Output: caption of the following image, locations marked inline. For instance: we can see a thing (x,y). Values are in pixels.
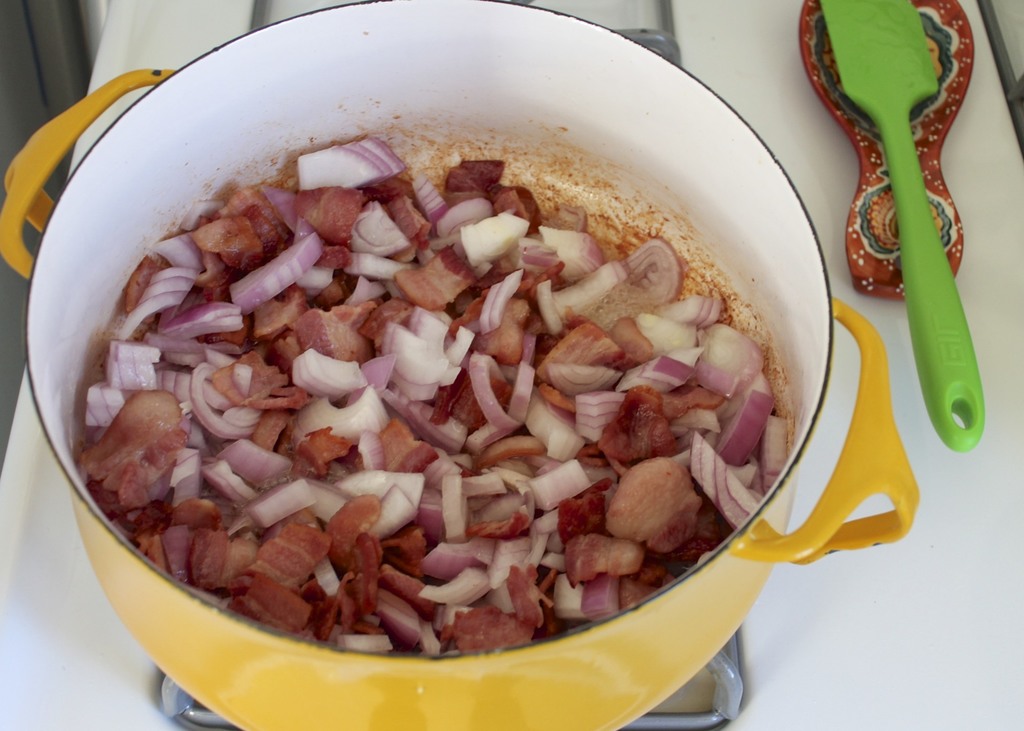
In this image we can see food items (164,472) in a vessel (146,630) on the stove (218,27). To the right side of the image (950,12) there are objects (896,67) placed on the white color surface (894,647).
